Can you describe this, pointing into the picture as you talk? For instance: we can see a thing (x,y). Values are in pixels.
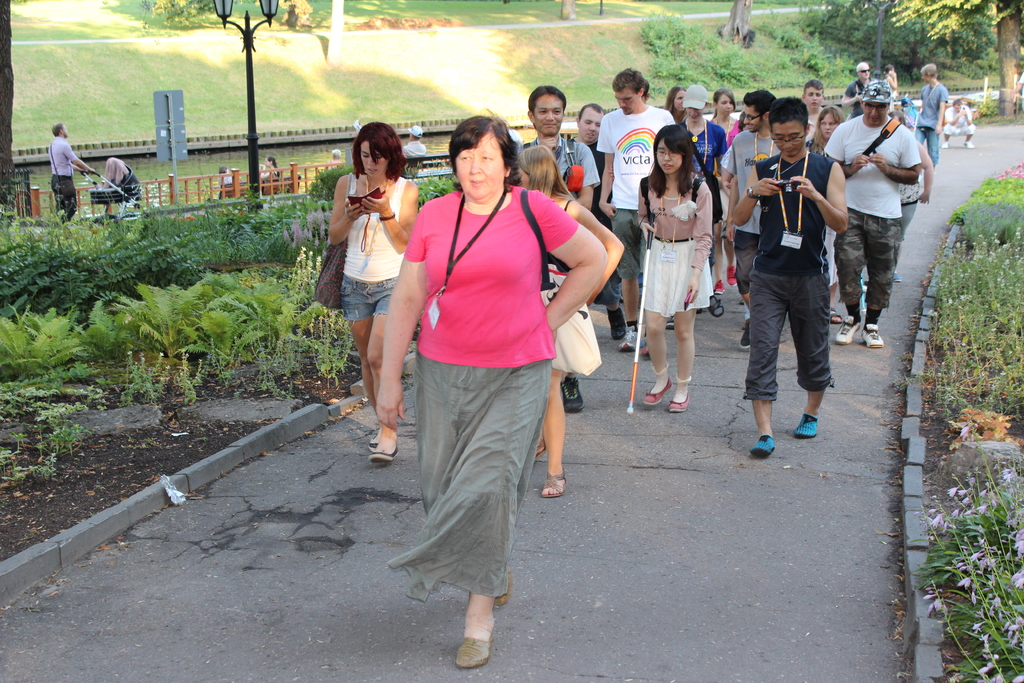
In this picture we can see a group of people (609,313) walking on the road (796,524), plants (331,186) and in the background (626,32) we can see a man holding a stroller (95,188) with his hands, some people (228,186) sitting on benches (273,189), light pole (254,162), fence (213,190), grass (316,81), water (279,155) and trees (6,175).
